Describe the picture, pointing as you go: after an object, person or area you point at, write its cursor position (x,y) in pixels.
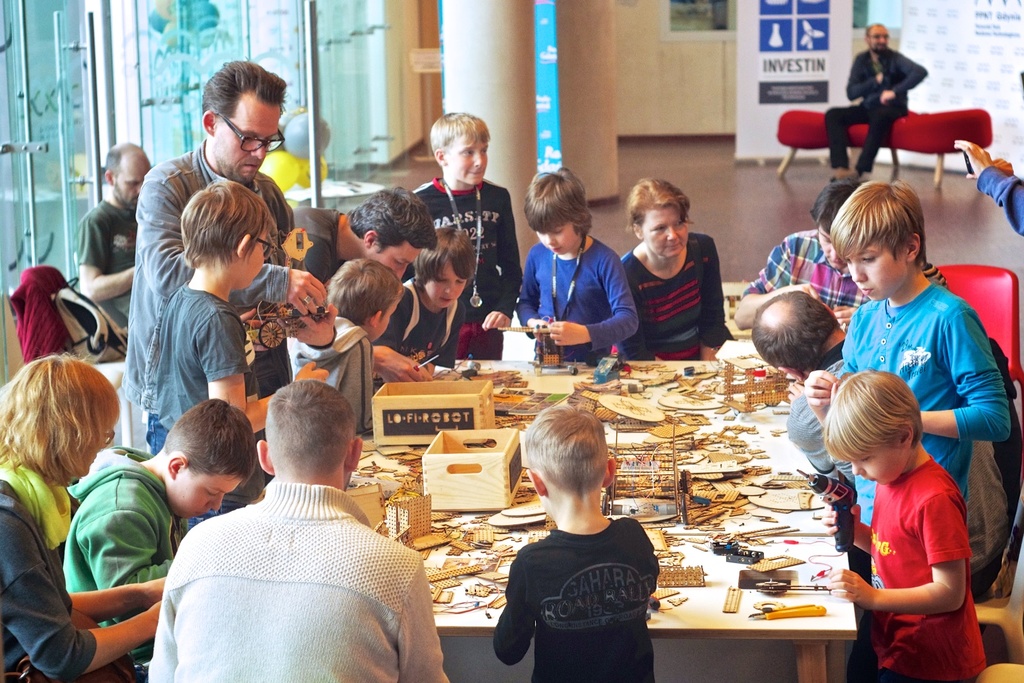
In the image we can see there are lot of people (384,212) who are the image and in front of them there are cardboard pieces (408,537) and at the back (863,92) there is man (862,90) who sitting on red colour sofa (822,144).
